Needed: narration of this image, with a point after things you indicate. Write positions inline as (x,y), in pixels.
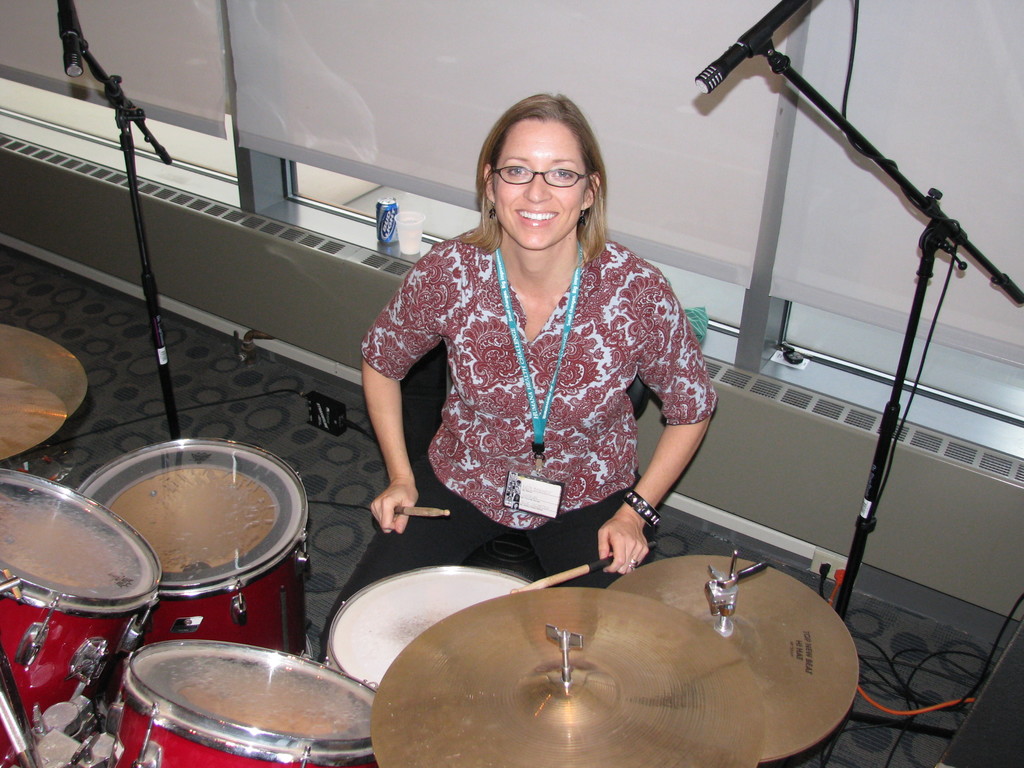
In this image we can see a lady (455,430) sitting on chair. She is wearing specs (551,181) and tag (537,465). And she is holding drum sticks (592,562). In front of her there are drums (181,568) and cymbals (675,669). In the back (900,375) there are mic stands (123,134). In the back (426,73) there is a wall (550,85). Near to that there is a can (380,214) and a glass (413,245).
